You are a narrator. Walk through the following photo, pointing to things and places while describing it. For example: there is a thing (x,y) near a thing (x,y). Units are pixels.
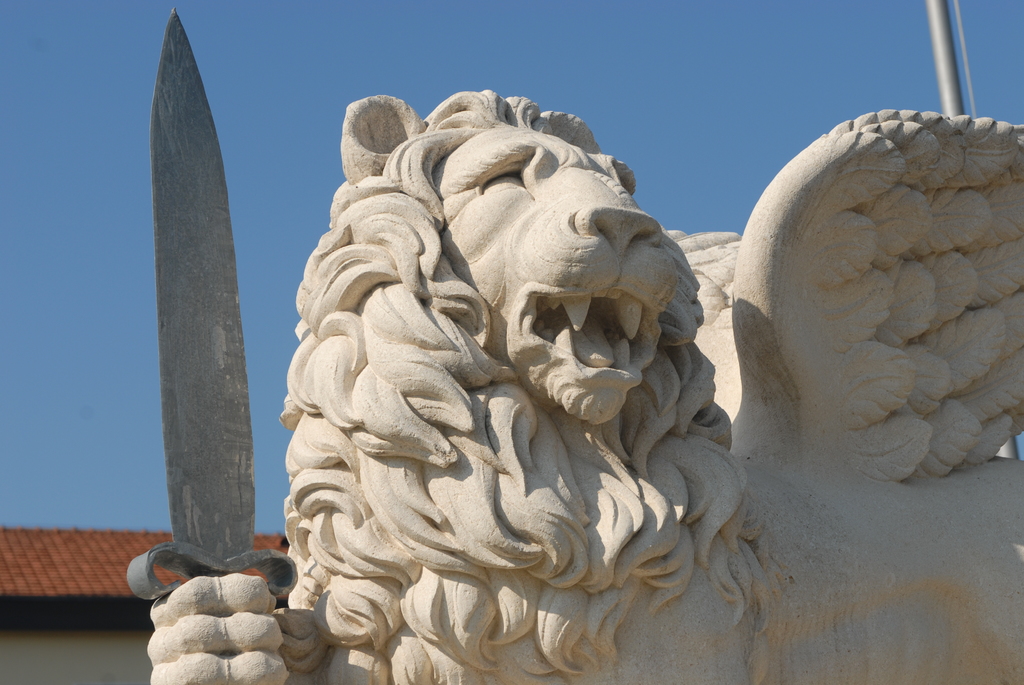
In this picture we can see a sculpture (492,341), in the background (948,43) we can find a metal rod (946,72).
